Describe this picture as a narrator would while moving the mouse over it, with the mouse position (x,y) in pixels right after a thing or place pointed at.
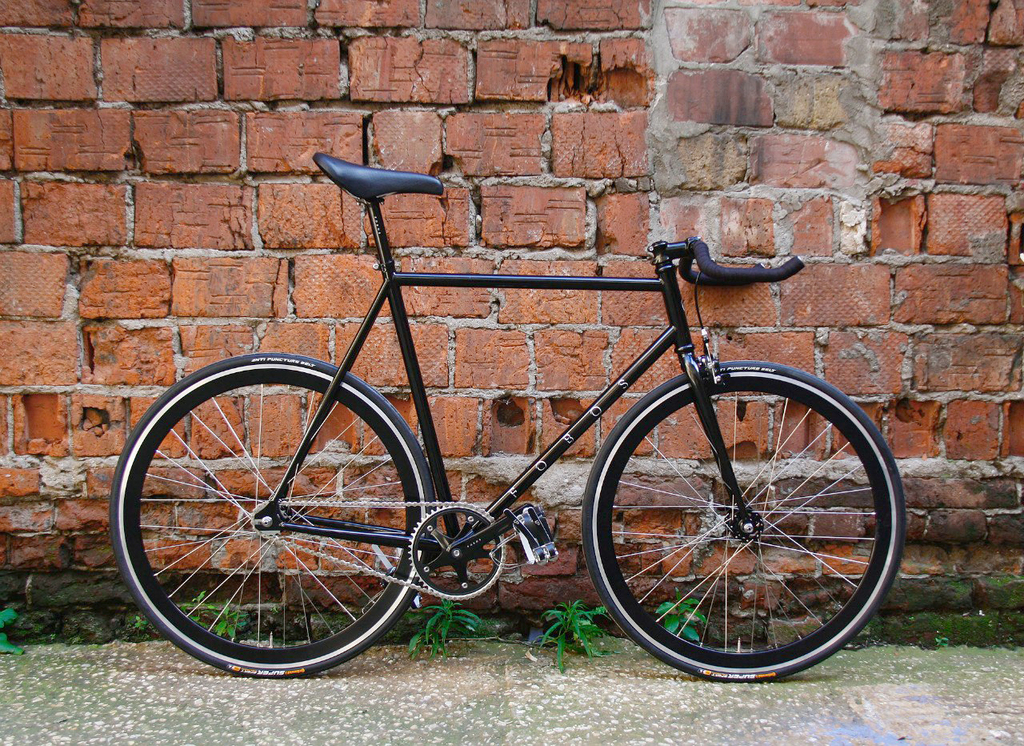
In this image we can see the bicycle (203,641) near the wall (546,318) and there are plants (560,651) on the ground (609,669).
